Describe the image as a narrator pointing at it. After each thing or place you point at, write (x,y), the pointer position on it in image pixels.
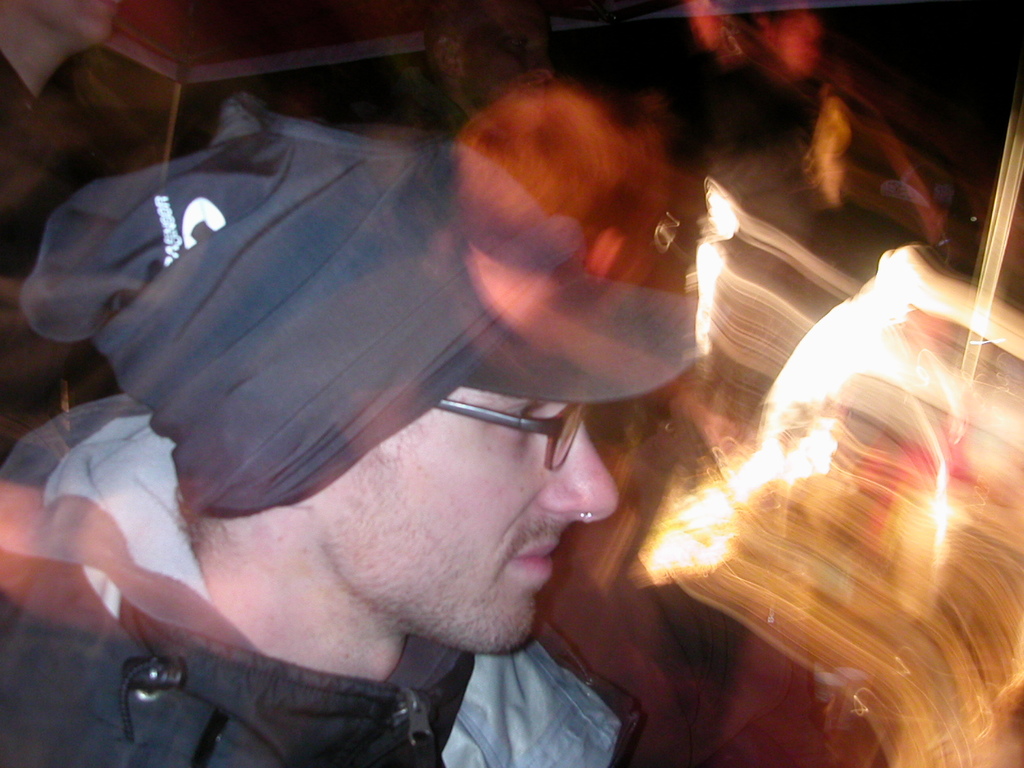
In the foreground of this picture (353,597) there is a person (48,589) wearing a hat (224,257) and spectacles (530,416). The background of the image (945,376) is blurry and we can see the lights (727,235) and some other objects (376,4) in the background (12,15).
